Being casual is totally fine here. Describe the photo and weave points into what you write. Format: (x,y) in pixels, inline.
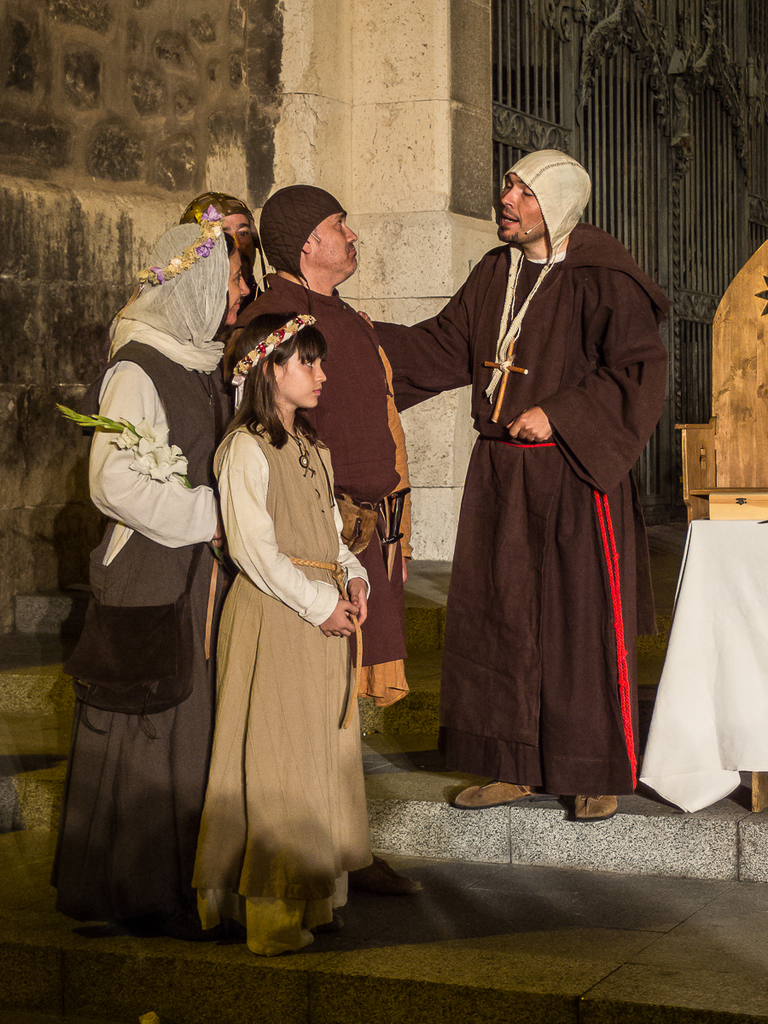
In this image in the center (510,548) there are a group of people (510,563) who are standing, on the left side (215,59) there is a wall (83,232). In the background (516,84) there is a gate (697,339), at the bottom (399,970) there is a floor (237,970).
